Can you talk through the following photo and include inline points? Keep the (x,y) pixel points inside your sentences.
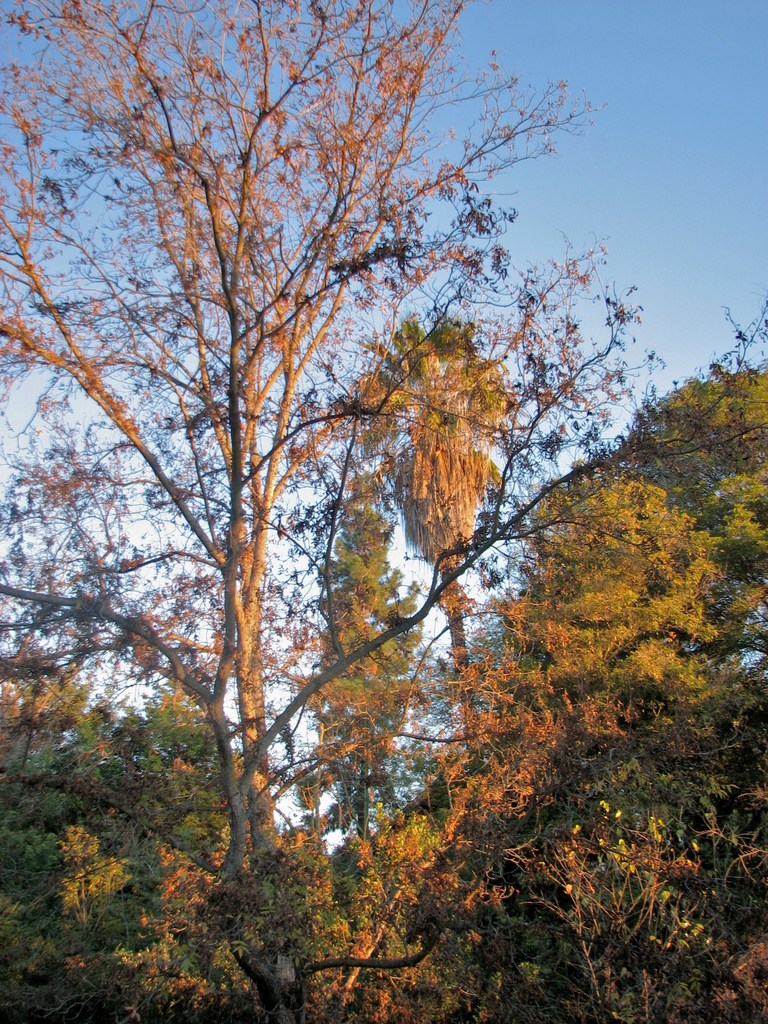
There is greenery (609,593) in the foreground area of the image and sky (536,235) in the background (283,14).
